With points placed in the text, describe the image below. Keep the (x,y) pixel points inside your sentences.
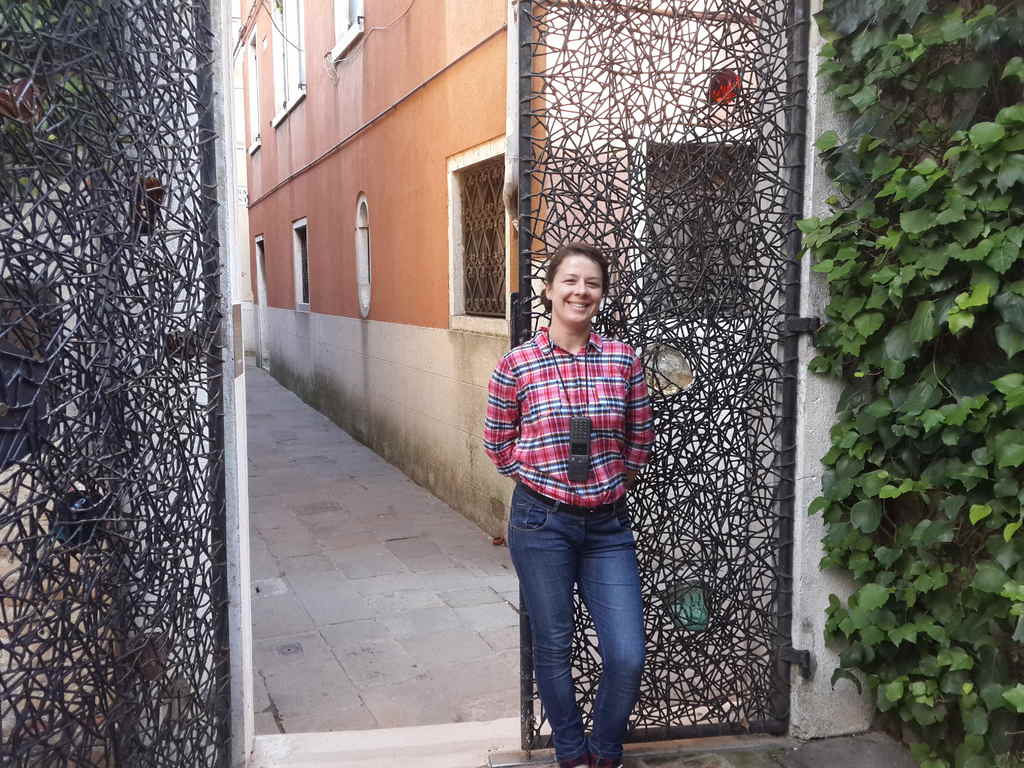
In the middle (636,462) a beautiful girl (591,419) is standing, she wore shirt (594,440), trouser (549,550). Behind her it's an iron gate (748,30) and on the right side (919,143) there are plants (946,460), this is a building (402,161).
